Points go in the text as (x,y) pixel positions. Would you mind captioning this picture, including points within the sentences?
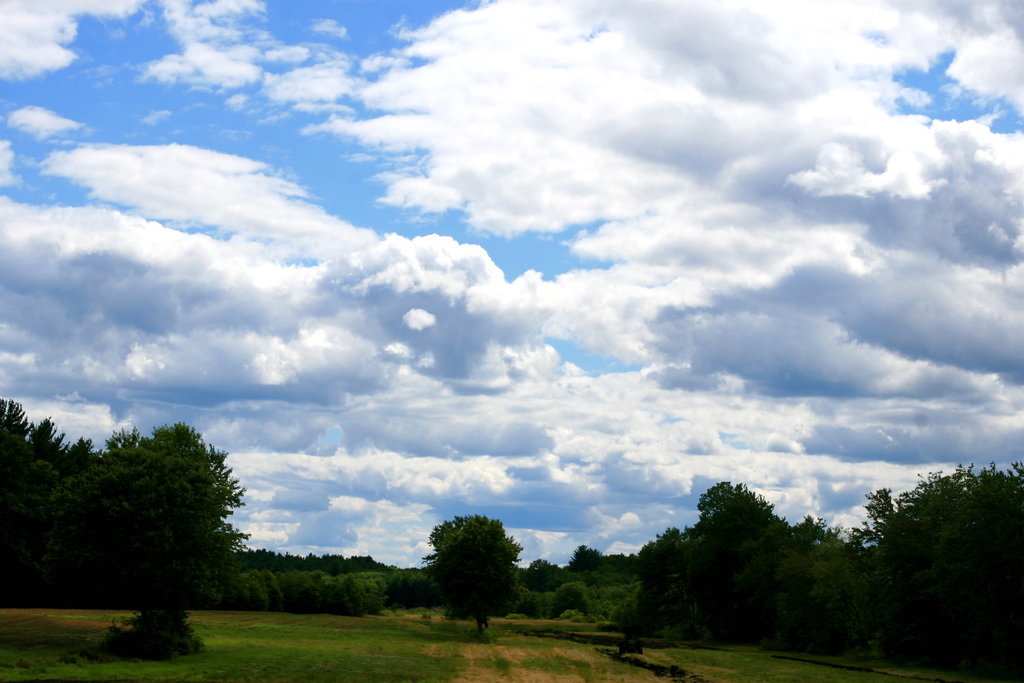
In this picture we can see trees (684,629) and grass (390,622). In the background (698,221) we can see sky (715,210) with clouds (896,53).
